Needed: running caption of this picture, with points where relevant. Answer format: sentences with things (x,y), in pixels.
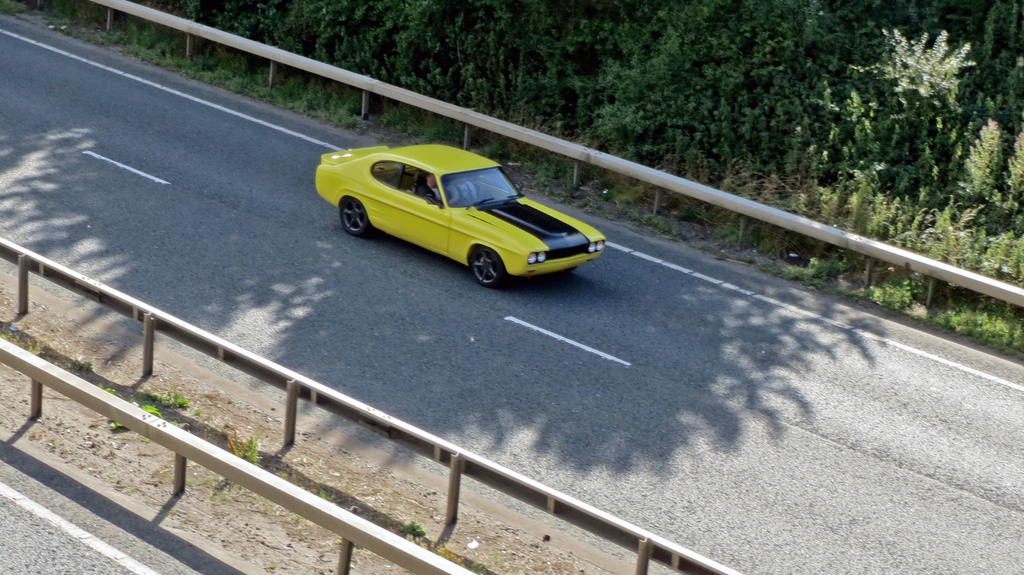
In the picture we can see a road (611,416) on it, we can see a car (407,239) which is yellow in color and besides the road (312,139) we can see railing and behind the railing (739,199) we can see plants (418,56) and trees (769,116).
